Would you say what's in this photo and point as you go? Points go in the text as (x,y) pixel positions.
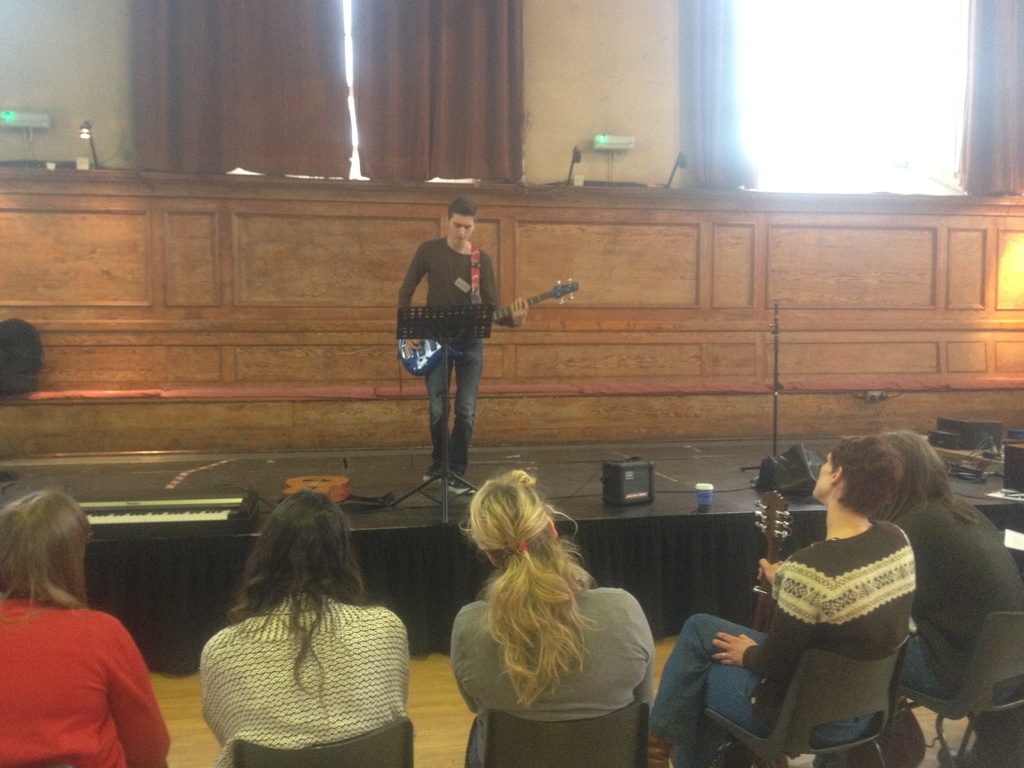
In this picture I can see a man (433,301) is standing on the stage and holding some musical instrument (435,343). Here i can see some people (724,673) are sitting on chairs (633,718). On the stage (695,468) I can see some other objects (786,467). In the background (412,106) I can see windows (752,61), curtains (713,80) and some other objects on a wooden surface (369,214).
